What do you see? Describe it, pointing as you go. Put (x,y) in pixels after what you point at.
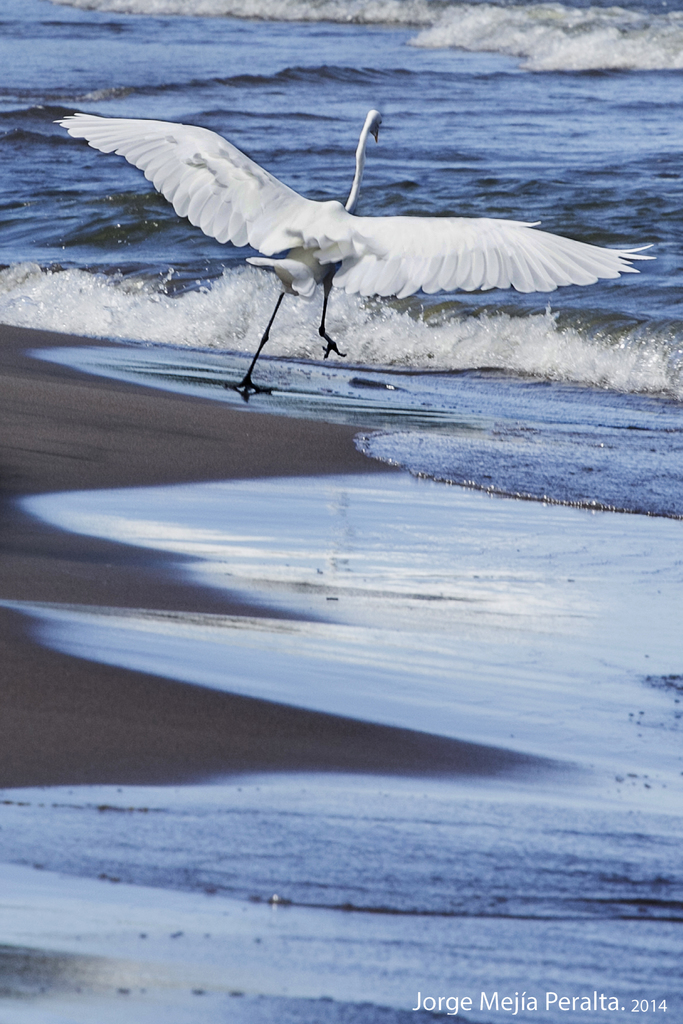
In this image we can see a crane (274,202) on the surface (296,357) of water (296,357), and there is a watermark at the bottom of this image (517,997).
